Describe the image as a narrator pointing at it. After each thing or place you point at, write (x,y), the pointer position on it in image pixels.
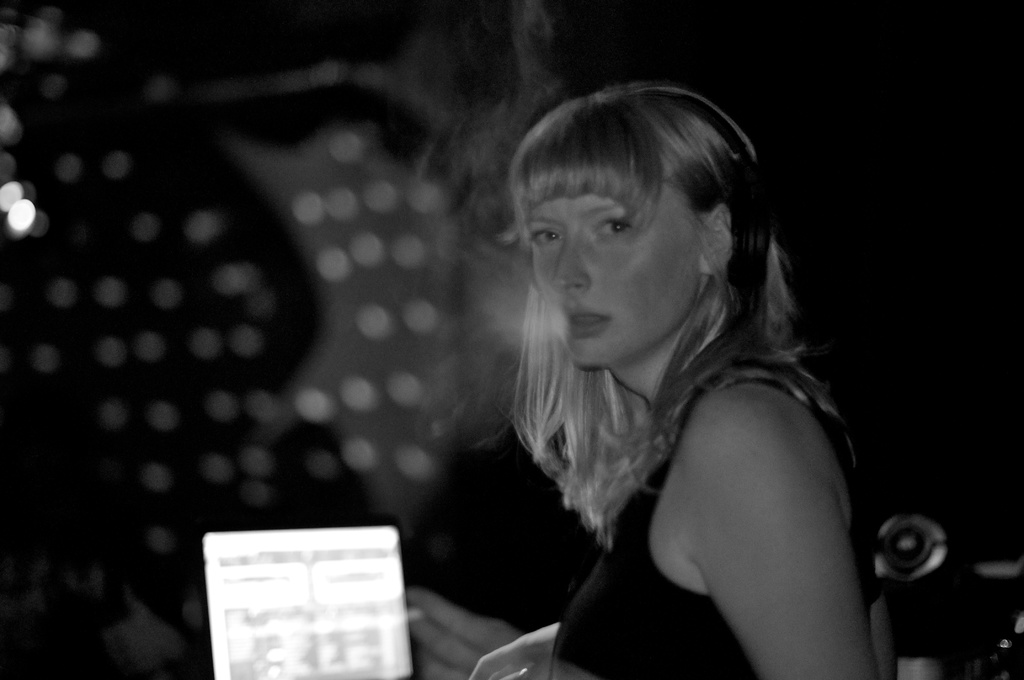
This is a black and white picture, in this image we can see a woman (577,445) holding an object (224,591) and in the background (354,105) it is dark.
